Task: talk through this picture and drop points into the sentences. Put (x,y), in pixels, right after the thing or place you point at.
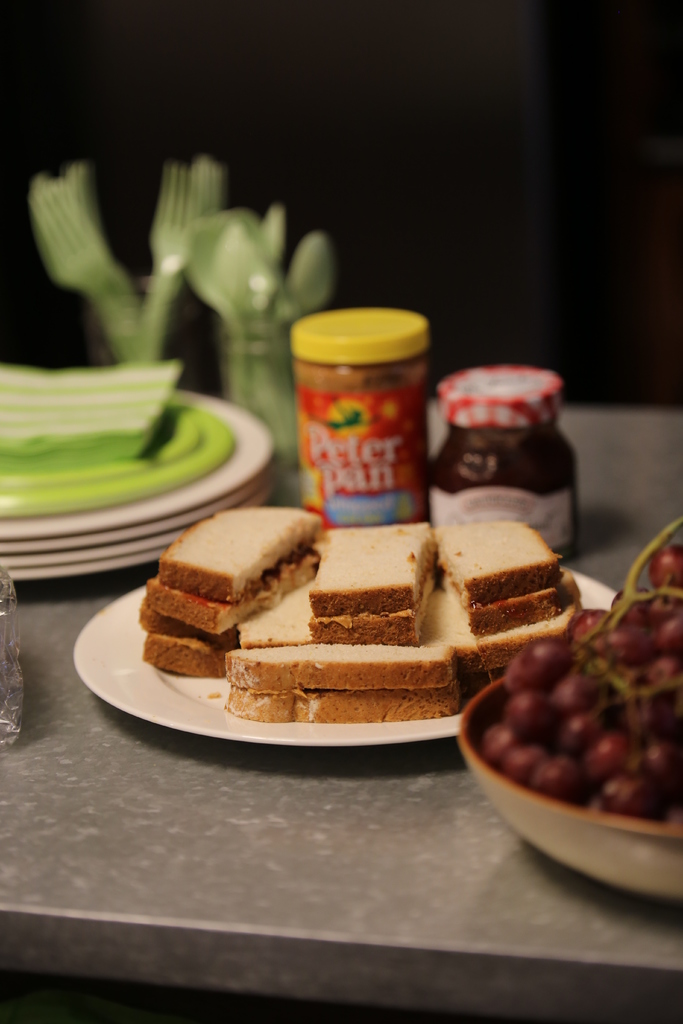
This image is taken indoors. In this image the background is dark. At the bottom of the image (191,812) there is a table (174,840) with a plate (260,725) of sandwiches (273,596), a bowl (471,737) with fruits (568,775), a few plates (257,461), spoons (208,270), forks (56,201) and a bottle (296,343) of peanut butter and a bottle (537,468) of jam (547,466) on it.
